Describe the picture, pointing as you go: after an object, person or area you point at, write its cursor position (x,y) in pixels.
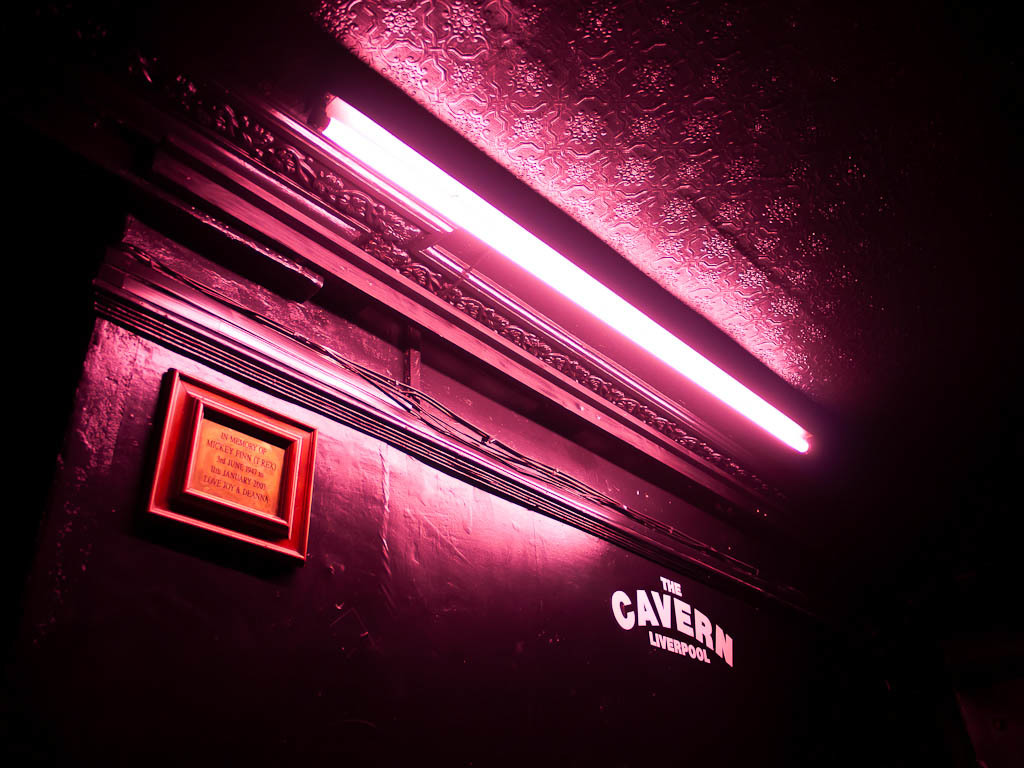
This image consists of a building (465,487). In the front (465,487), we can see a wall (526,547) in pink color. And there is a light (378,138). And we can see a board (304,522) and text (620,597).
